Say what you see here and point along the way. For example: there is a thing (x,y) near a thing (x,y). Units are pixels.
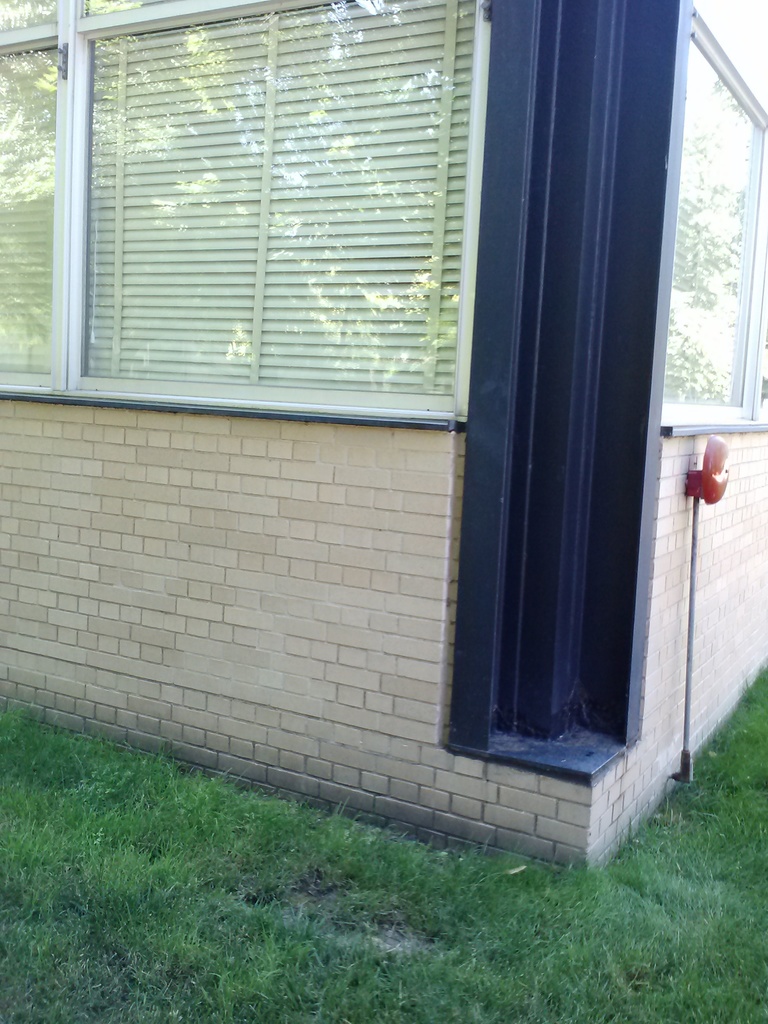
In this image we can see grass (565,958), walls (331,639), windows (19,49), and an object (687,643).
